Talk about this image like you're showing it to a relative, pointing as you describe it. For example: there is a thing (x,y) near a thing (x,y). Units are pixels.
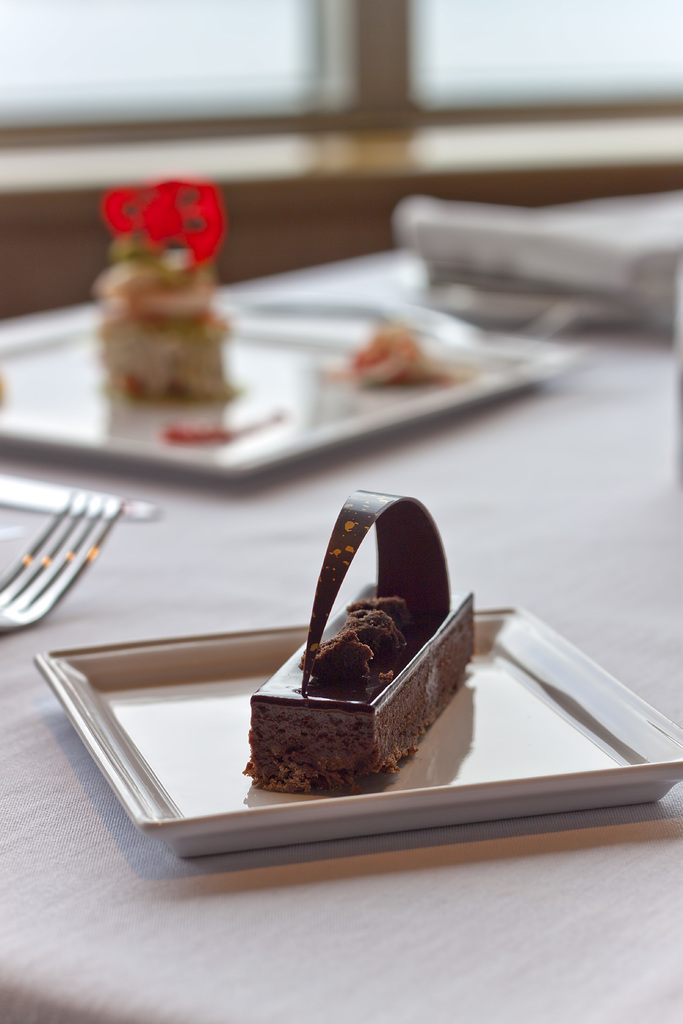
Here we can see a cake (259,719) in a plate (191,683) on a table (403,875) and we can also see food item (126,386) in a plate (58,407), fork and an object (520,288) on it. In the background (253,87) we can see wall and window (159,49).
